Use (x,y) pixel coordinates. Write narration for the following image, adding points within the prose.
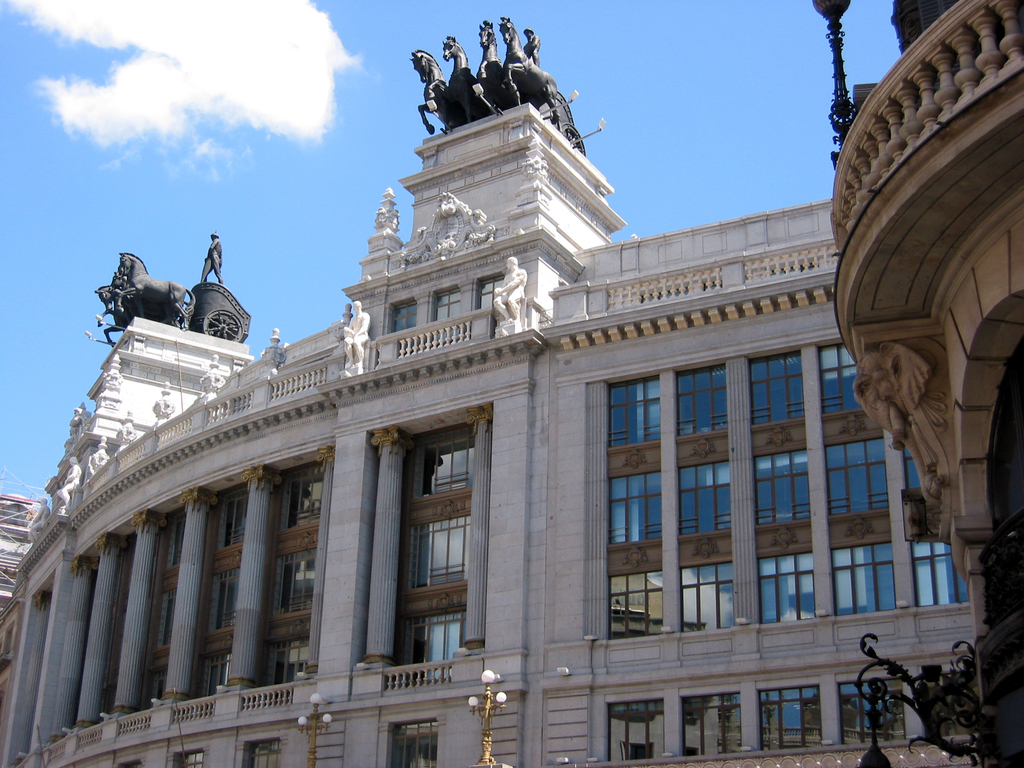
In this image we can see a building (467,459), statues (170,295), pillars (325,470), street lights (487,708), grills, windows (785,556) and sky (236,122) with clouds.
